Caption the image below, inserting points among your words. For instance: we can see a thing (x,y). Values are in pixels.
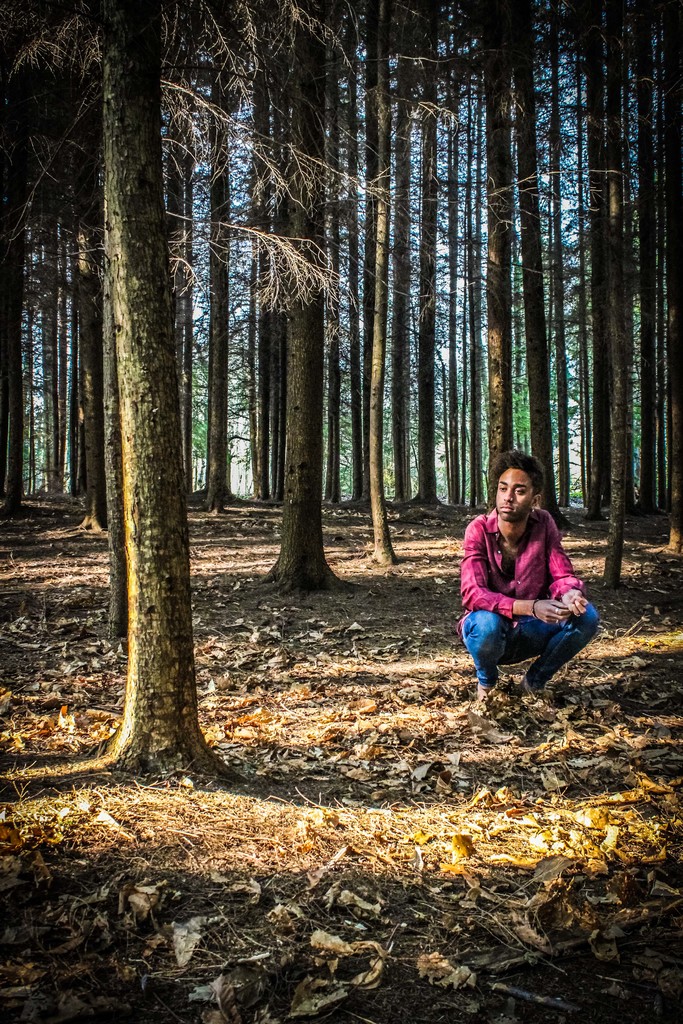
In foreground of the picture (185,896) there are dry leaves (353,716), grass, trees (184,661) and a person (514,577). In the background (306,391) there are trees (279,259).
